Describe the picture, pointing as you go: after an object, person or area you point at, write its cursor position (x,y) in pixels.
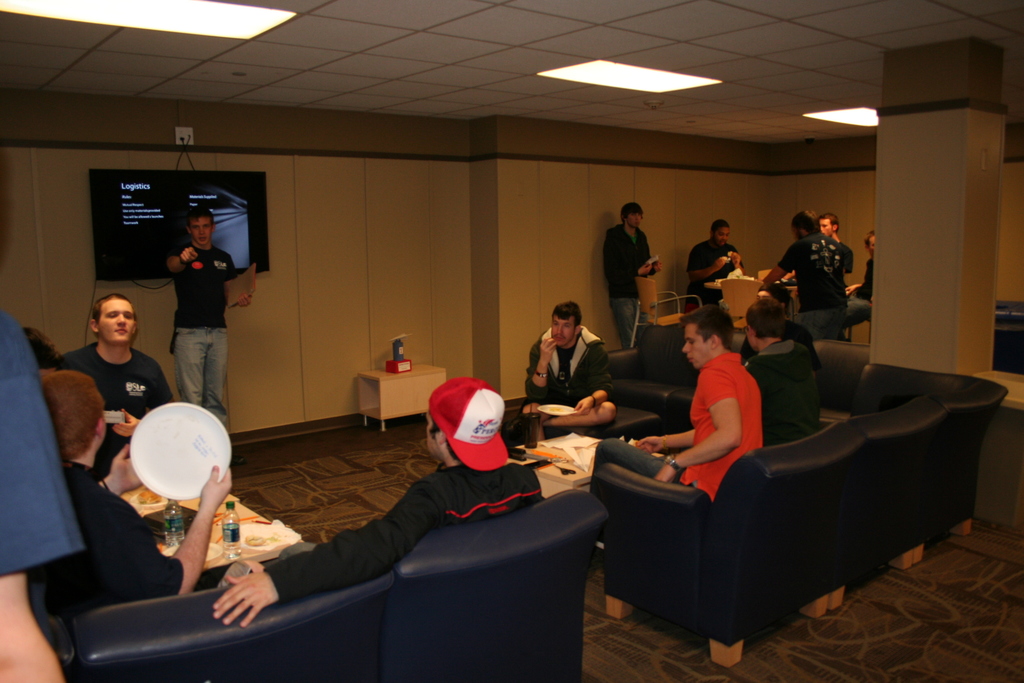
This image is taken in a room (866,231). There are group of people (461,490) sitting on chairs (493,531) in the center (581,335). There are four people (581,415) towards the right (754,436) and four people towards the left (171,589). There is another person (189,245) in the center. he is wearing a black t shirt (188,284), blue jeans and holding paper (249,275), behind him there is a television (172,170). In the left corner (96,496) there is a man (116,480) wearing black t shirt (172,577), holding a plate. besides him there is another person (481,495), he is wearing a black t shirt (457,482) and a red cap (480,450). Towards the right (697,432) there is a person (623,460) wearing a orange t shirt (723,366) and blue jeans (633,454). Towards the right corner of the room (729,172), there are group of people (851,250) standing besides a table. To the right corner (973,364) there is a pillar (984,358). In the top (498,42) there is a ceiling (696,27) with lights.
